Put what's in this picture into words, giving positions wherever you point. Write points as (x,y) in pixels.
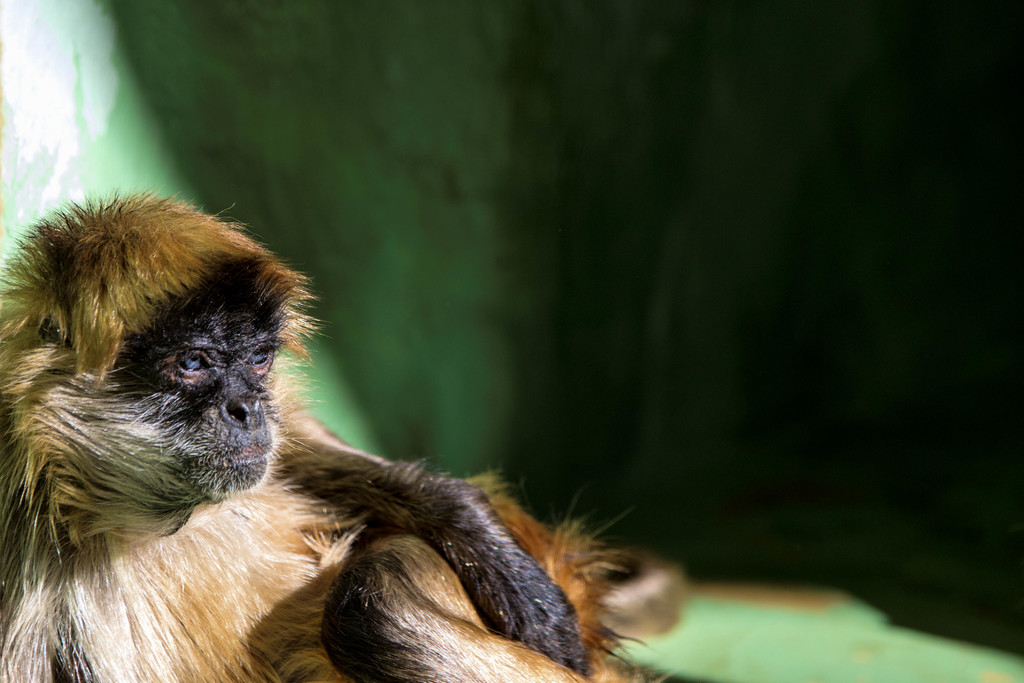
Front portion of the image we can see a monkey (111,443). Background (382,147) it is blur.
